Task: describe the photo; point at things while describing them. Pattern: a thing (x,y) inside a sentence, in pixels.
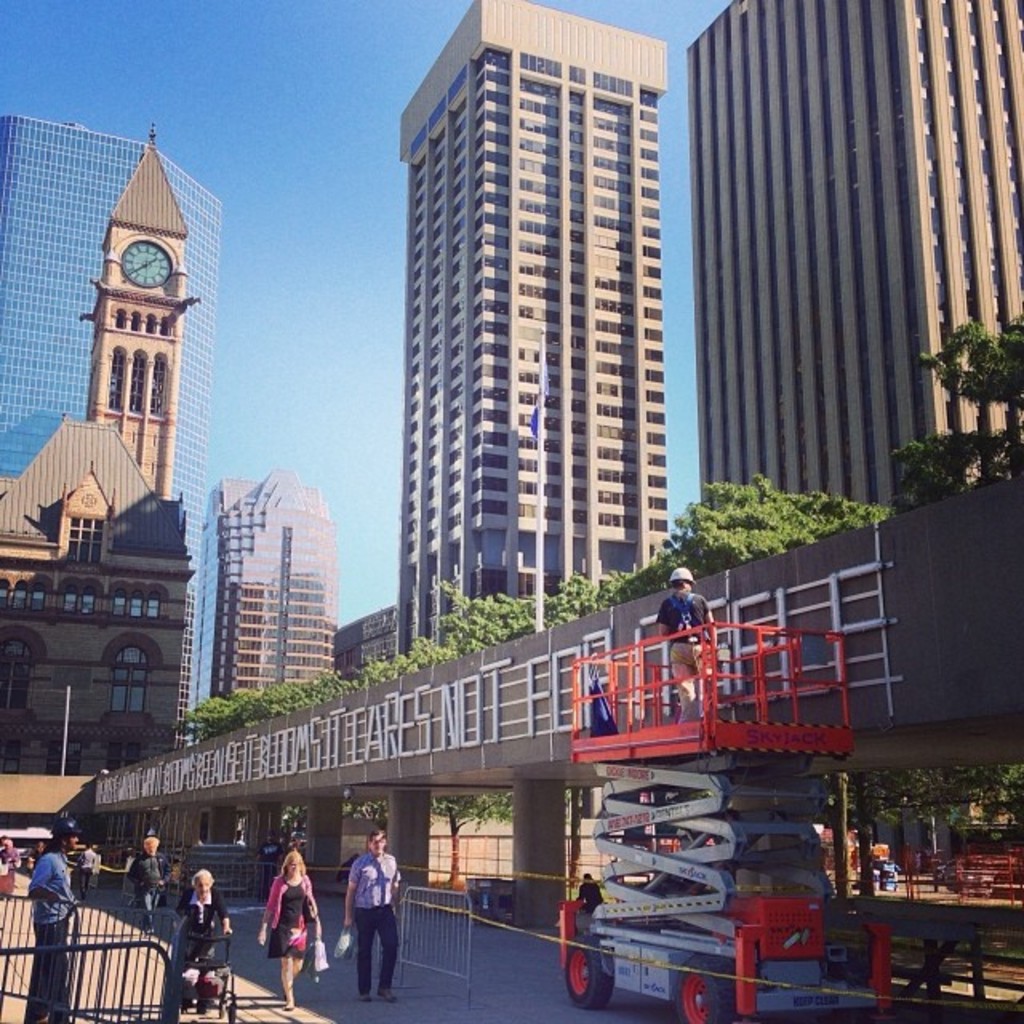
In this image we can see buildings (504,347), trees (803,500), barrier grills (176,938), person (273,888) walking on the road (412,976), person (690,663) standing on the motor vehicle (742,746) and sky (369,407).
